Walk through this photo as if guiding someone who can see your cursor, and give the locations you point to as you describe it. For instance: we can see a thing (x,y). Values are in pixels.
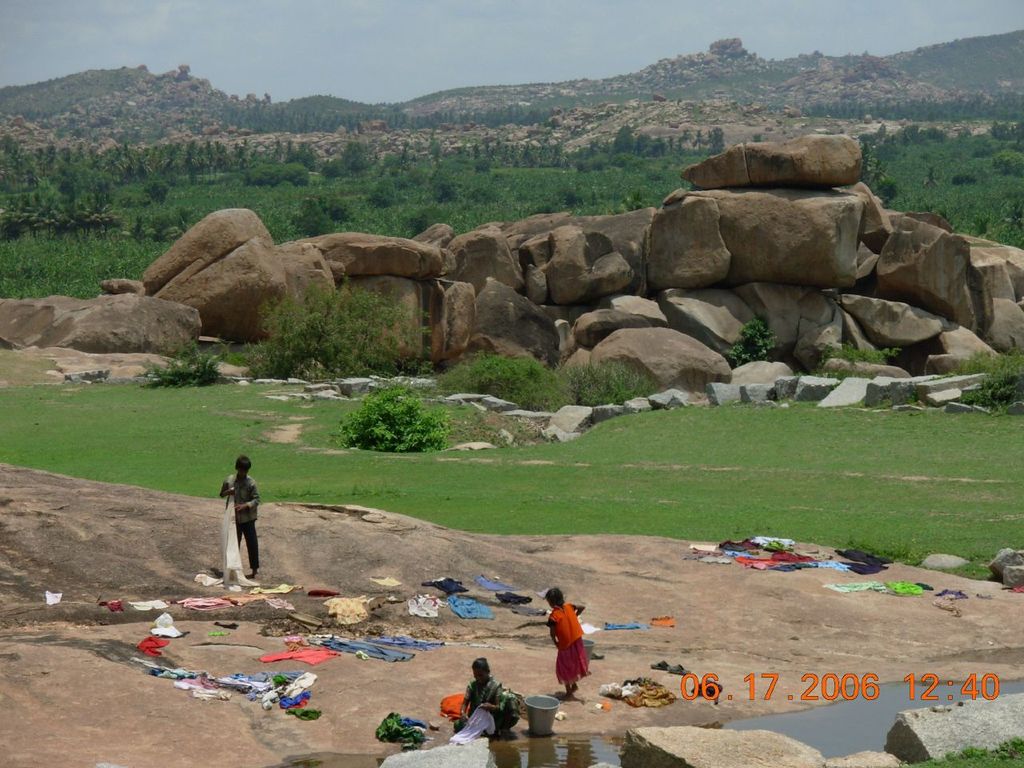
In the picture I can see people (579,622) on the ground (394,692). I can also see clothes (692,556), the grass (601,476), plants (430,446), the water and other objects (830,343) on the ground (673,676). In the background (525,110) I can see trees (468,185), hills (469,132) and the sky (585,50).
